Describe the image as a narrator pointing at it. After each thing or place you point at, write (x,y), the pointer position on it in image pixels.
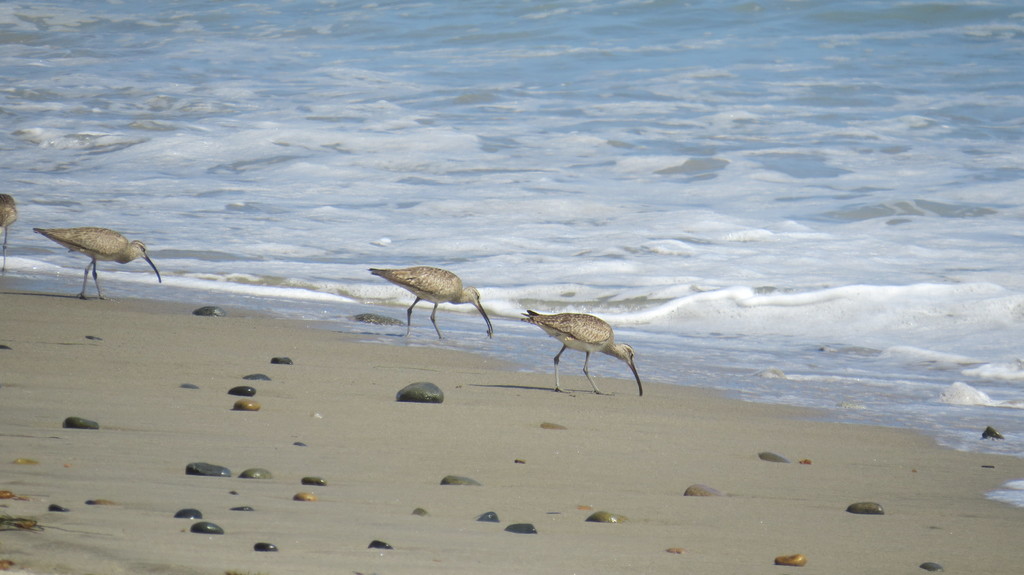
In this image few birds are standing on the land (427,462) having few rocks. Background (225,178) there is water (560,249) having tides (376,202).
